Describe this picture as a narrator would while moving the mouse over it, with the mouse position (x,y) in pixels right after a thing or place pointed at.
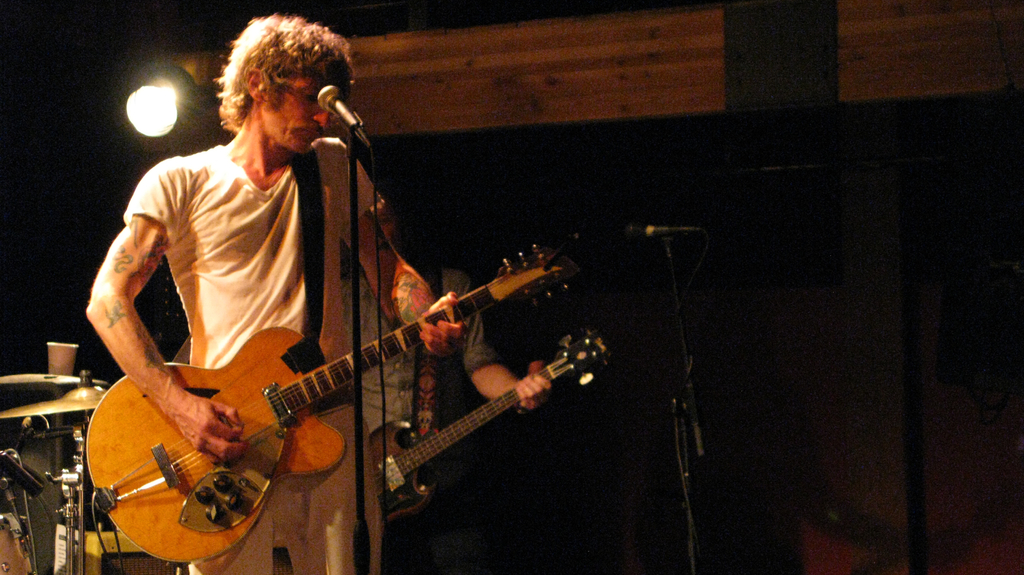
This image is clicked in a musical concert. There are two people (401,267) in this image. Both of them are playing guitar (284,413), behind them there are drums (20,468) on the bottom left corner (65,498). There are mikes (688,440) in front of them. There is light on the top (175,96).
